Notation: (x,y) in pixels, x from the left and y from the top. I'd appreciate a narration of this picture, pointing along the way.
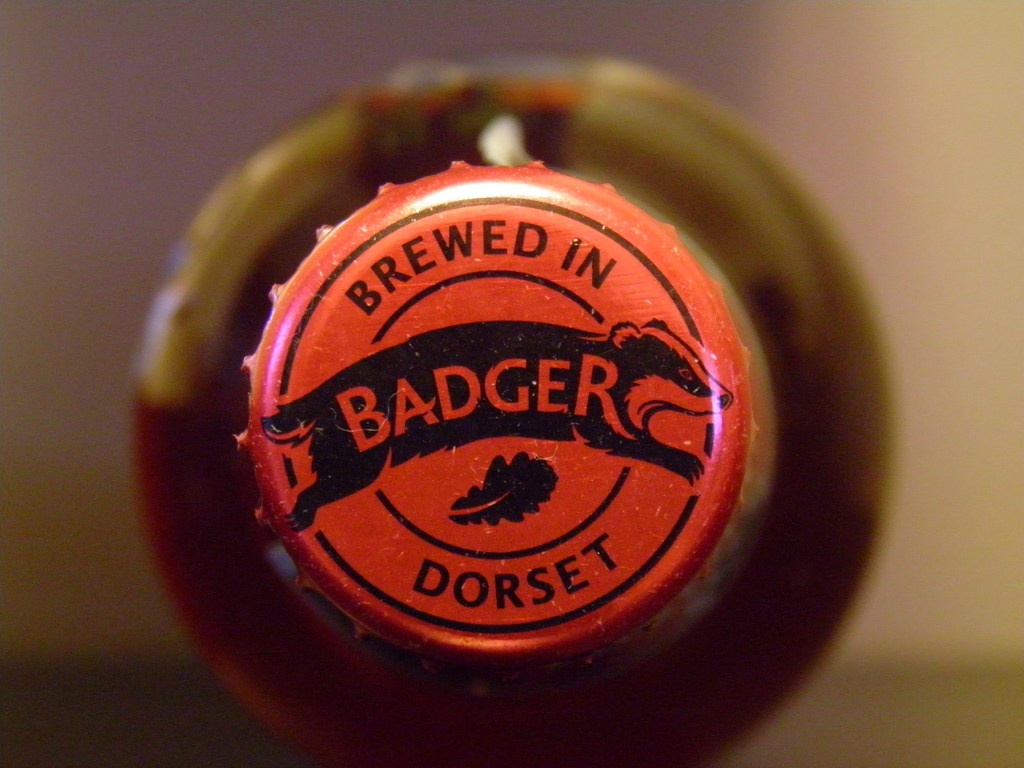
In this image, we can see a bottle (492,261) with a cap (533,330) and some text (439,402) is written on it. We can also see the blurred background (15,254).
